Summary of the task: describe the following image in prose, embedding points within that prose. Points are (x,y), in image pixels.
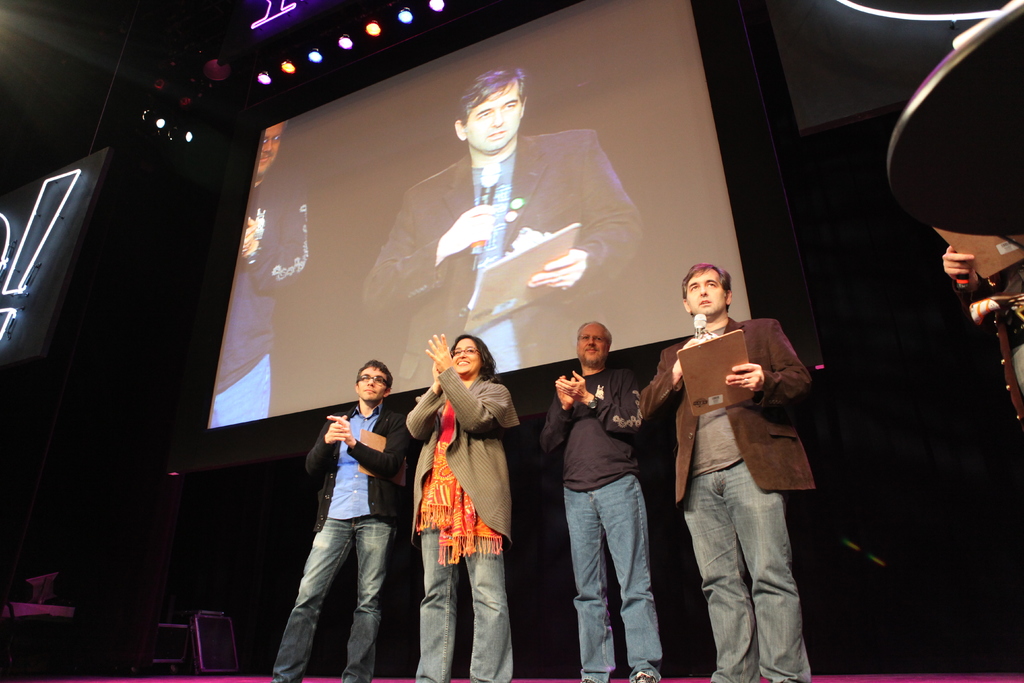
This image consists of four persons (439,517) standing on the dais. In the background (494,293), we can see a projector screen (424,281). On the right (939,159), there is a table (961,172). At the top (398,14), there are lights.
